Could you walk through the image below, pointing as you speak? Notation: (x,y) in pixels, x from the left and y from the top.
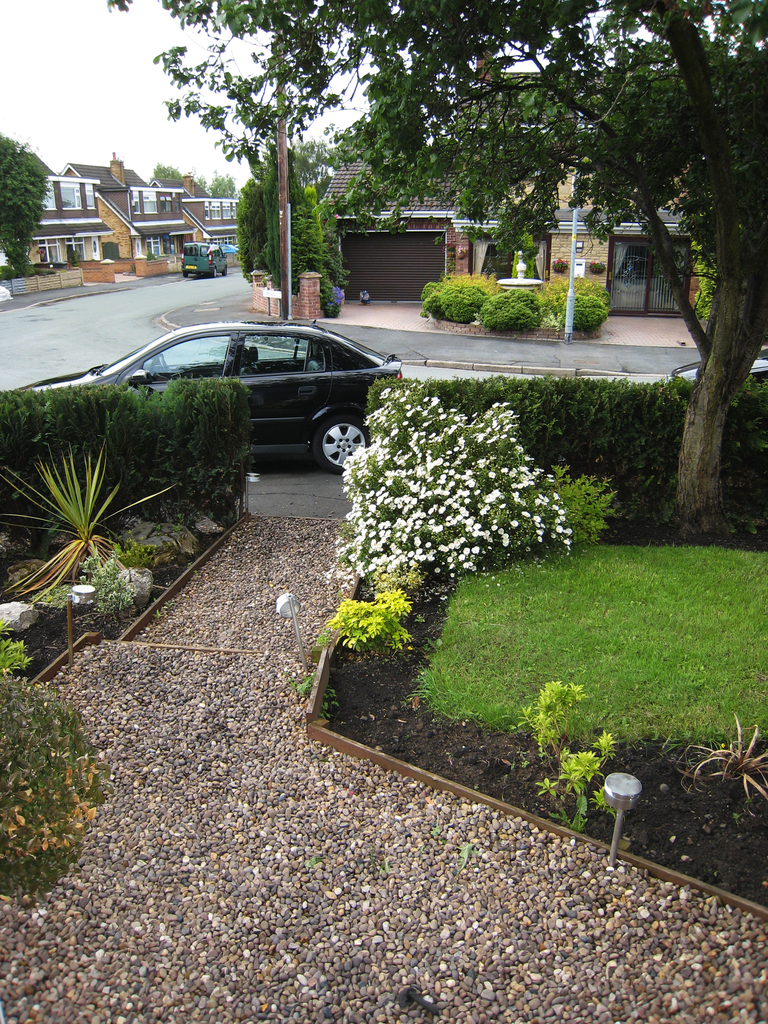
In this image there is a car (307,414) on the road (308,461). Beside the car (307,427) there is a garden (380,553) in which there are flower plants (420,557) and a tree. In the background (114,234) there are buildings (203,208) on either side of the road (206,276). At the top (94,67) there is sky (86,69). At the bottom (195,813) there is a floor (250,874). Beside the floor (252,884) there are plants (72,561) and stones (20,570).
